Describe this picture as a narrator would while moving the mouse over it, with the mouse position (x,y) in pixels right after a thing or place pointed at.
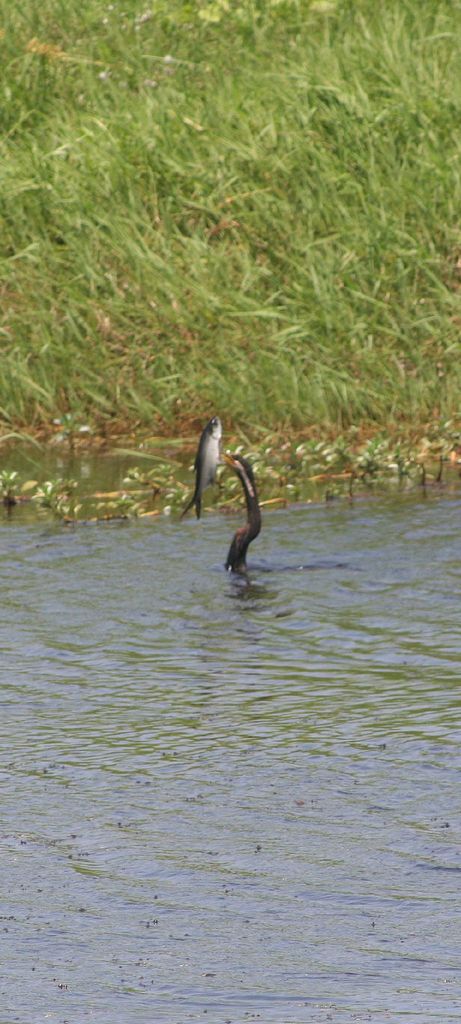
In this picture, we can see water (261,577), a bird (241,552) catching fish (216,447), and the ground (225,316) covered with grass (225,316).
